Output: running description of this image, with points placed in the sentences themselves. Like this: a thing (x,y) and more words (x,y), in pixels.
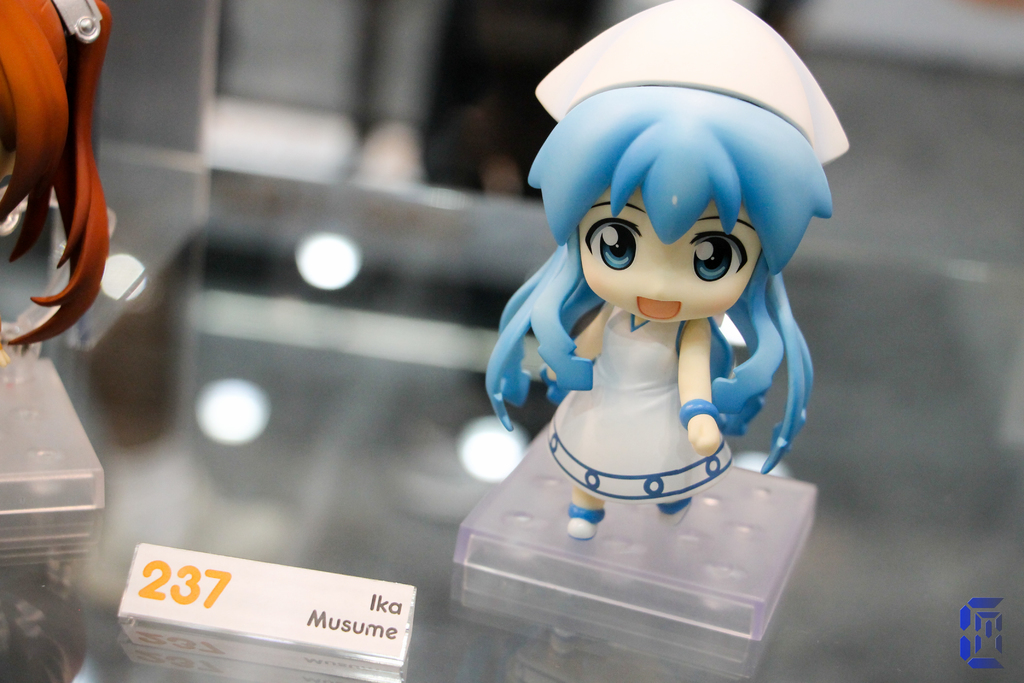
In this image we can see a toy (730,381), name board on the glass (127,669).
